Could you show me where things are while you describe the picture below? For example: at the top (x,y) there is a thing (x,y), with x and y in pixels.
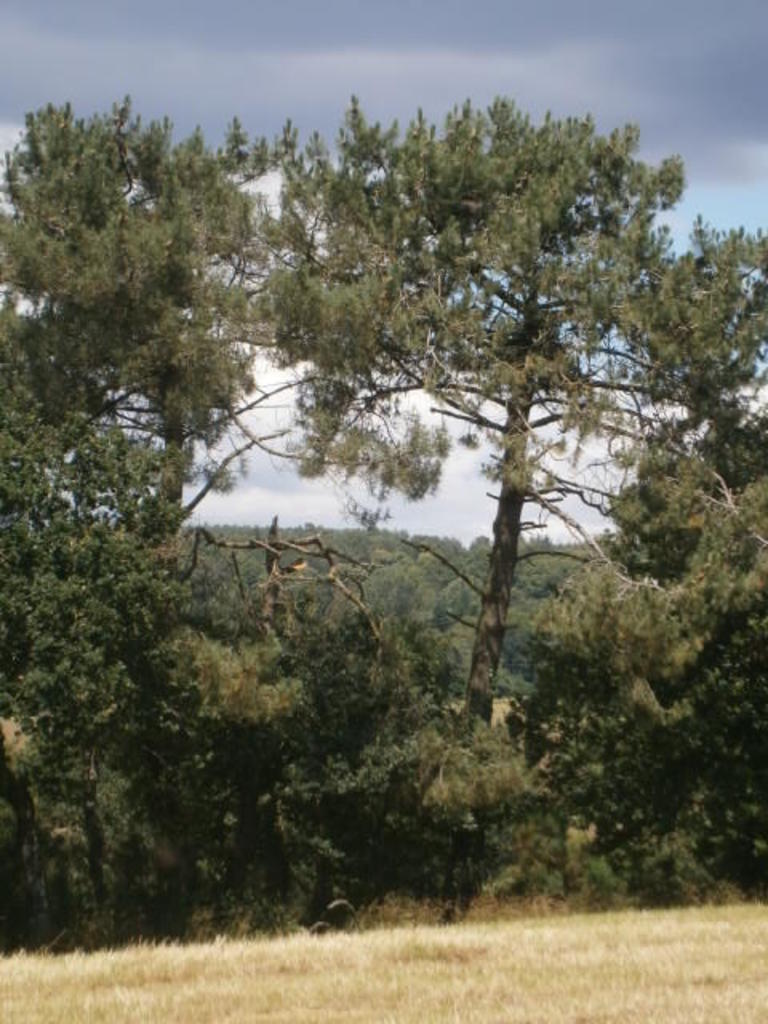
In this image we can see some trees (439,848) and grass (123,966) on the ground (699,975) and at the top (366,76) we can see the sky (291,424).
